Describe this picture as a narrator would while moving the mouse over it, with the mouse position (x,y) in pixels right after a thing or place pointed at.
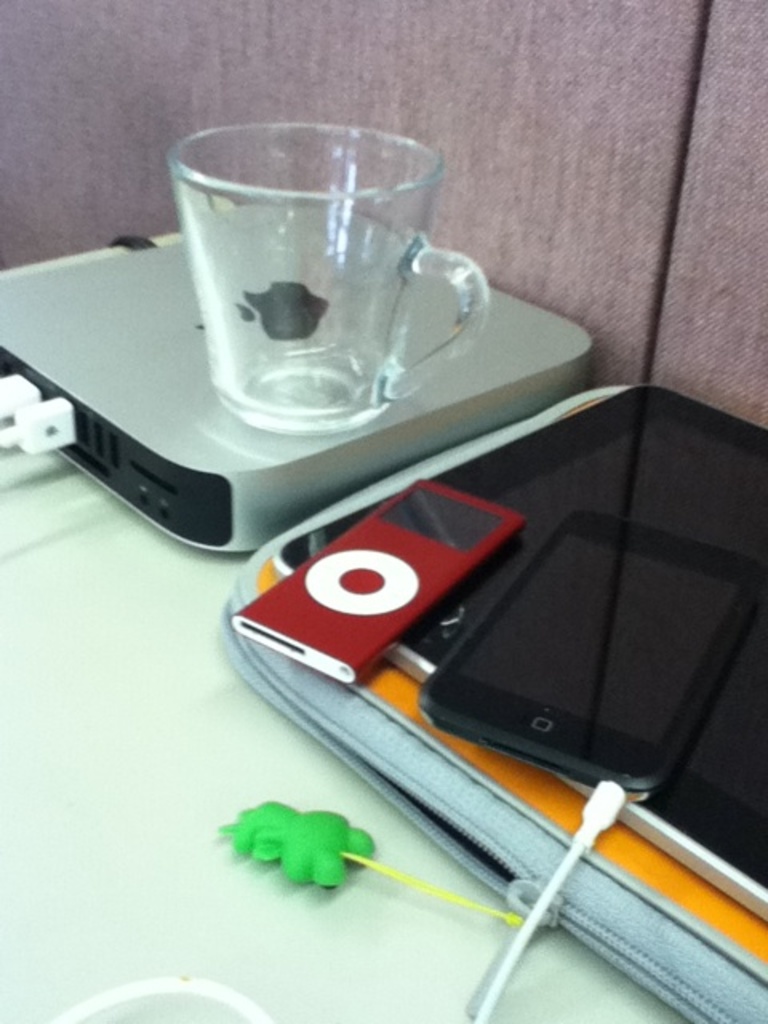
This image consists of a apple box (156,423) and a table (138,549) on which there are a mobile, bag (428,759), key chain (335,823), and a mug (325,275). In the background (335,121), there is a pink wall (395,110).
